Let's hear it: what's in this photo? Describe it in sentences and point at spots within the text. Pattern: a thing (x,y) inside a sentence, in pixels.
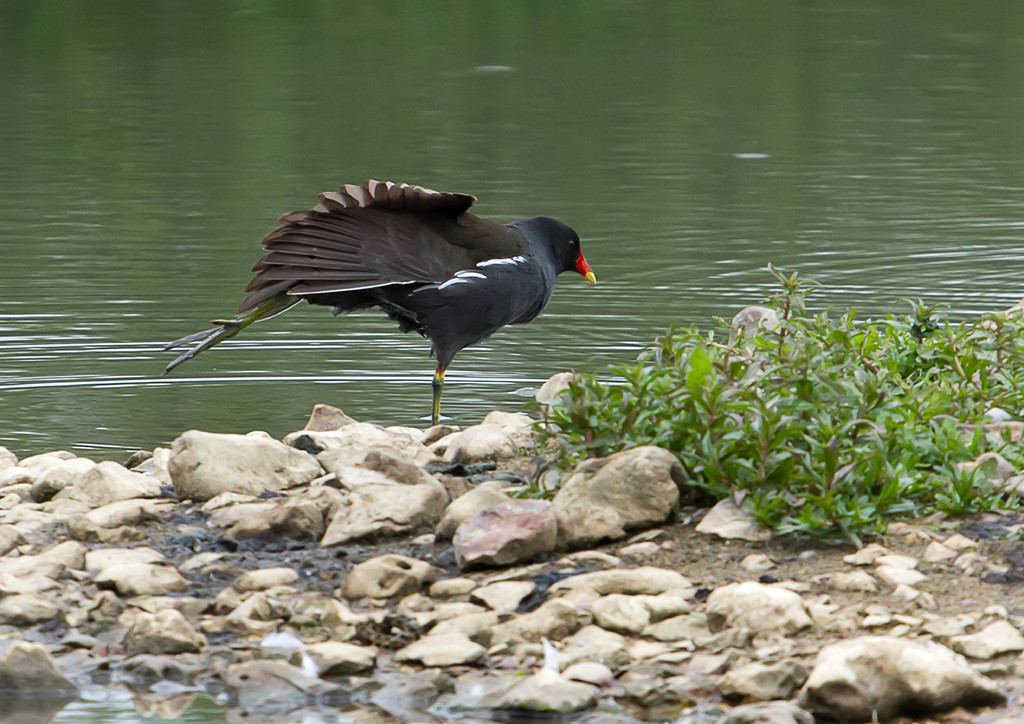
In this image we can see a black color bird (471,344) on the land (391,461). There are stone (621,508) and small plants (809,428) on the land (530,457). In the background (660,198), we can see the water (133,328).
